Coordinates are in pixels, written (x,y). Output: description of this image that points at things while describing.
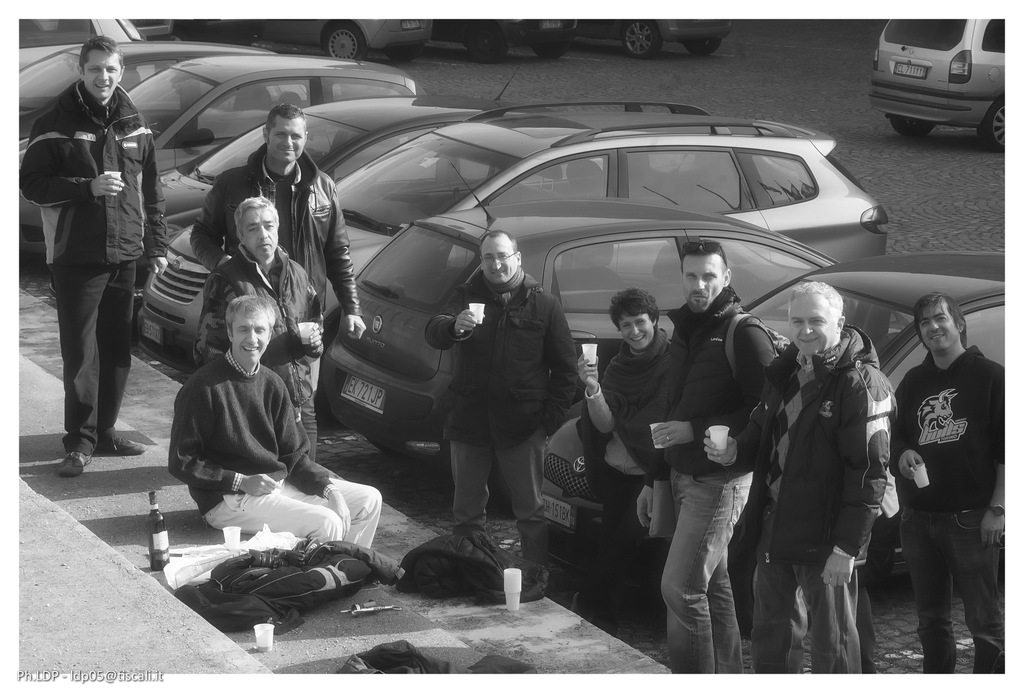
It is a black and white image there are many cars (172,209) parked beside a path (596,665) and a group of people (244,351) are standing and posing for the photo, they are holding some cups (714,431) in their hand (718,450). One of them (267,464) is sitting on a step (313,655) and there are some bags (409,560) kept on the step (386,508).
